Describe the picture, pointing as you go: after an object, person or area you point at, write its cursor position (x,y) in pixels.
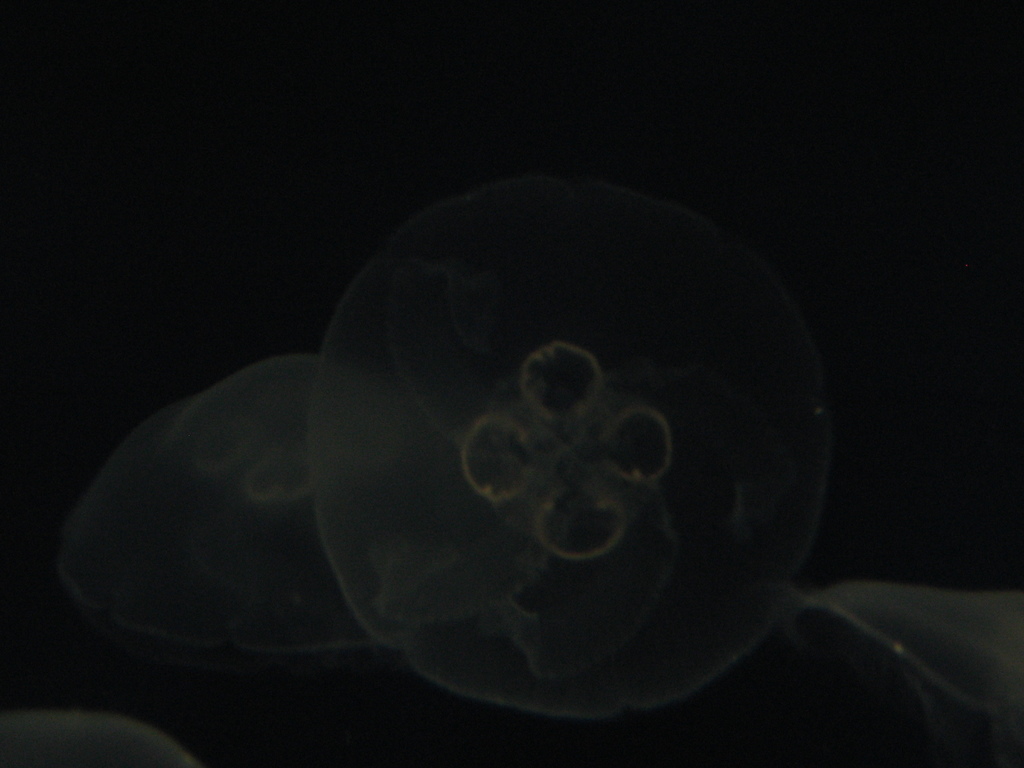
In this image I can see few things (551,470) over here and I can see this image is in dark.
